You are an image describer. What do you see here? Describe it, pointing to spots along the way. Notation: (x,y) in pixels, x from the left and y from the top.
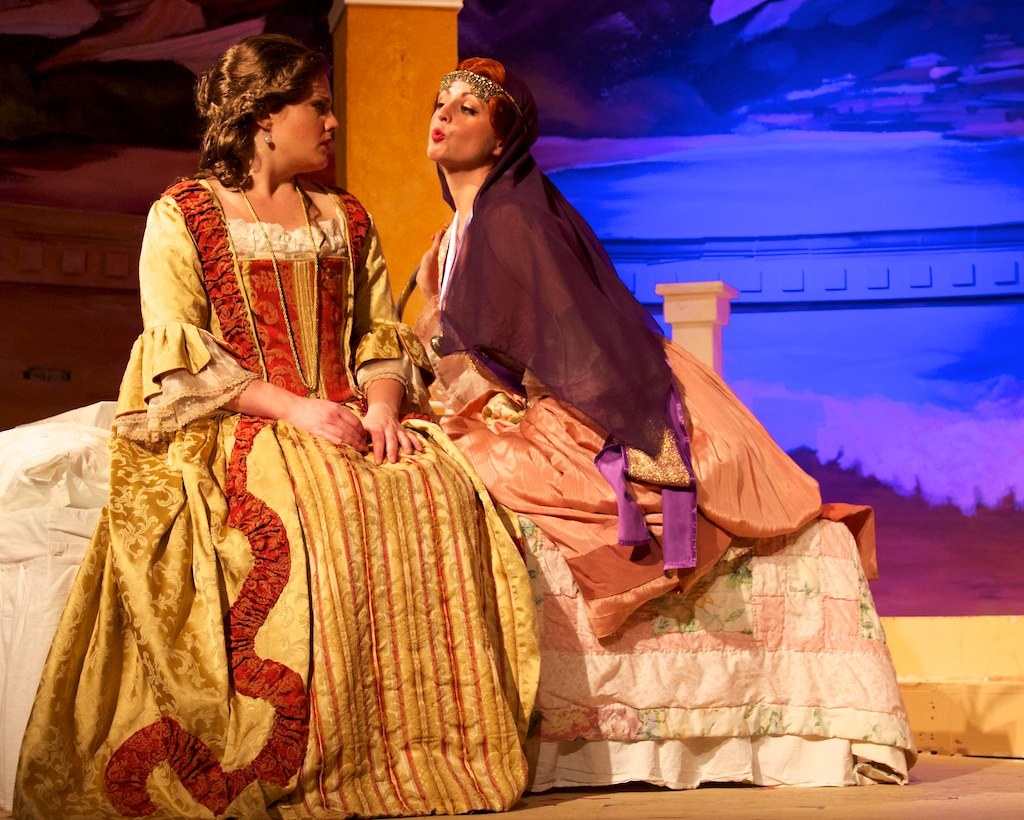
There are two women (359,764) sitting on a platform (600,659) and in the background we can see a pillar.
